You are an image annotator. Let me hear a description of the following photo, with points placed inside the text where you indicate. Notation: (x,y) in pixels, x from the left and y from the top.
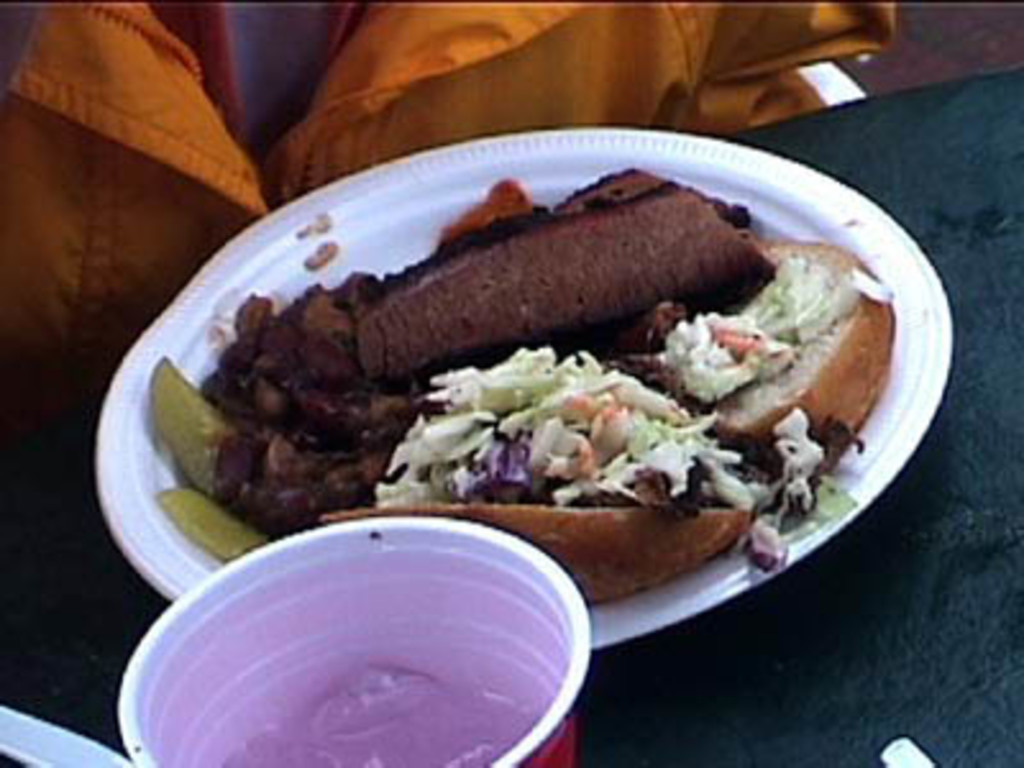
In this image I see the white plate (405,222) on which there is food (521,281) which is of brown and white in color and I see a cup (452,649) over here.
